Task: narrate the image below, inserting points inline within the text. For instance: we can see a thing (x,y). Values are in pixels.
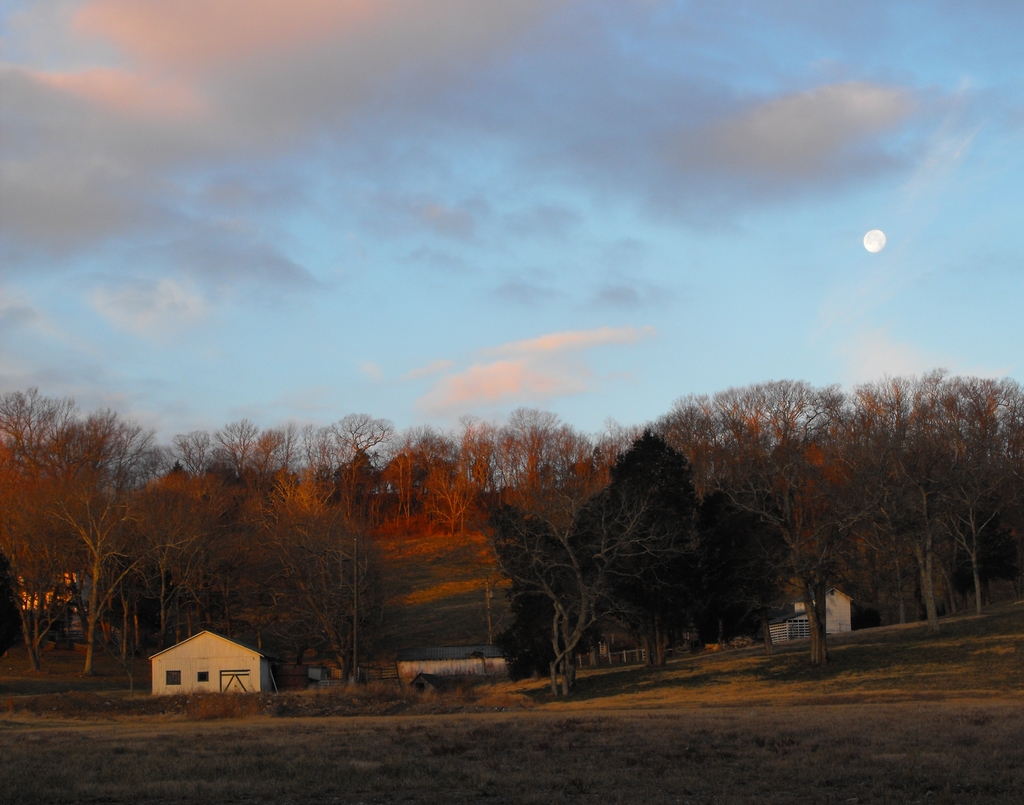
In this image in the background (377,616) there are trees (349,552), there is a house (194,657) and there are objects (795,625) which are white in colour and the sky (323,157) is cloudy and there is a moon (877,245) visible in the sky (889,237).
